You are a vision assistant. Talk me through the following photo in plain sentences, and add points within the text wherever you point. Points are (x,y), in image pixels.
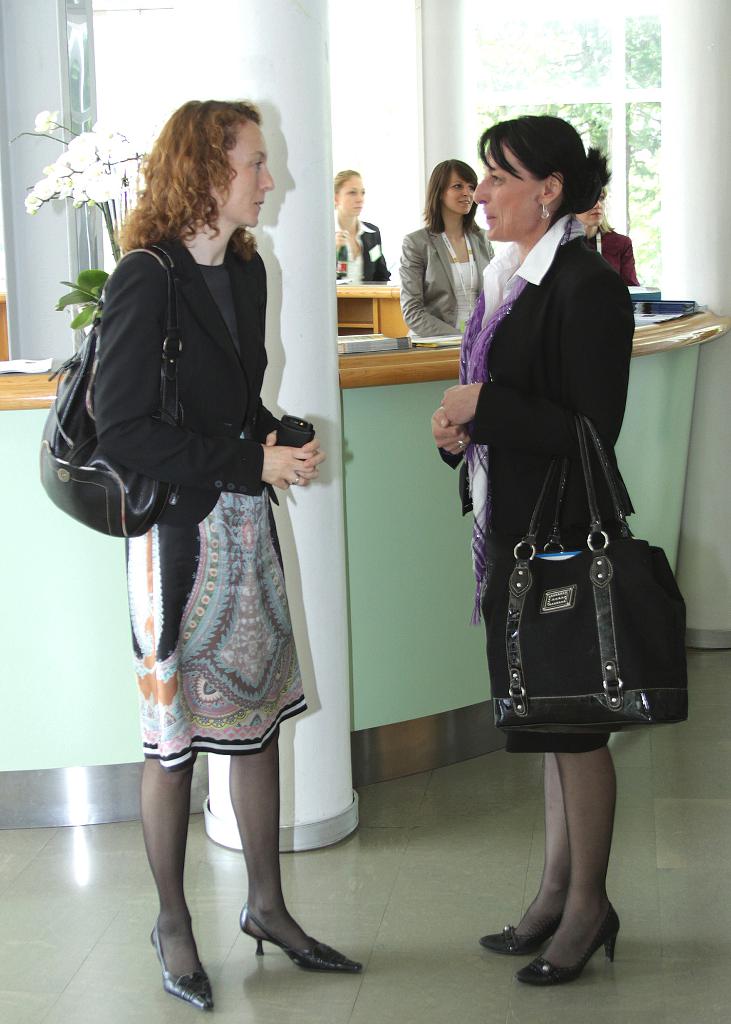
In the front (529,423) there are two ladies (217,425). To the right side (593,319) there is a lady (546,335) with black jacket (545,332) is standing and holding a black bag (610,582). In front of her there is a lady (235,301) with black jacket (260,338), printed skirt (183,686) and holding a black bag (85,467). She is standing. In the background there are three ladies (355,210) standing and in front of them there is a table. And to the left corner (97,200) there is a flower (88,188).
